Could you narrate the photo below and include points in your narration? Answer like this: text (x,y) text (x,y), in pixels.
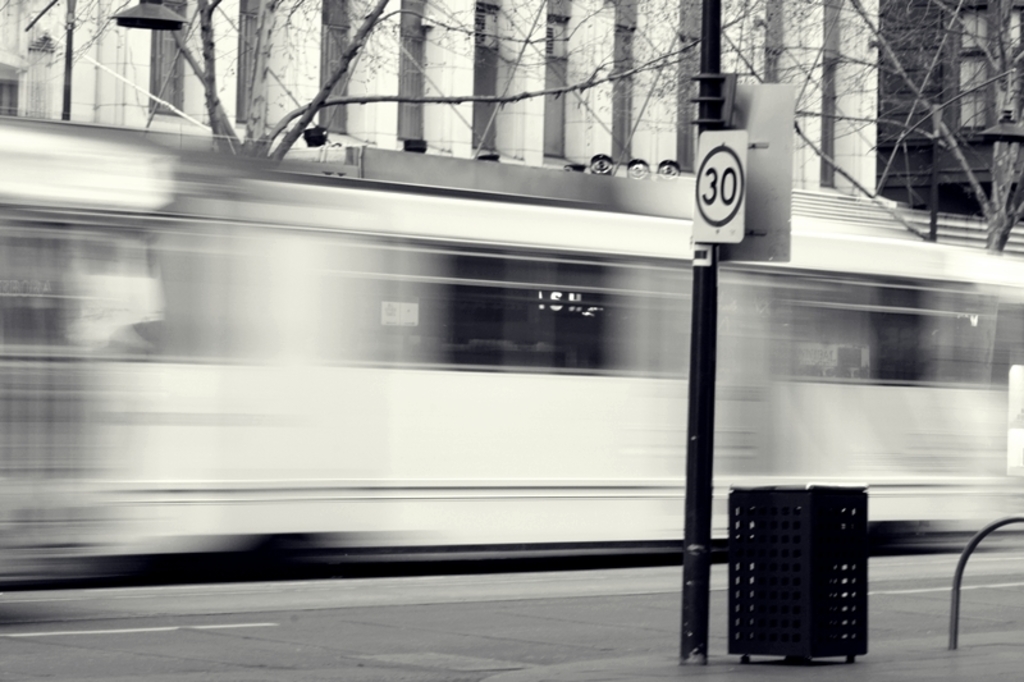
It is a black and white image and there is a vehicle (506,509) passing on the road (726,641). Image also consists of trees (925,80) and buildings (742,80). There is also a pole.
